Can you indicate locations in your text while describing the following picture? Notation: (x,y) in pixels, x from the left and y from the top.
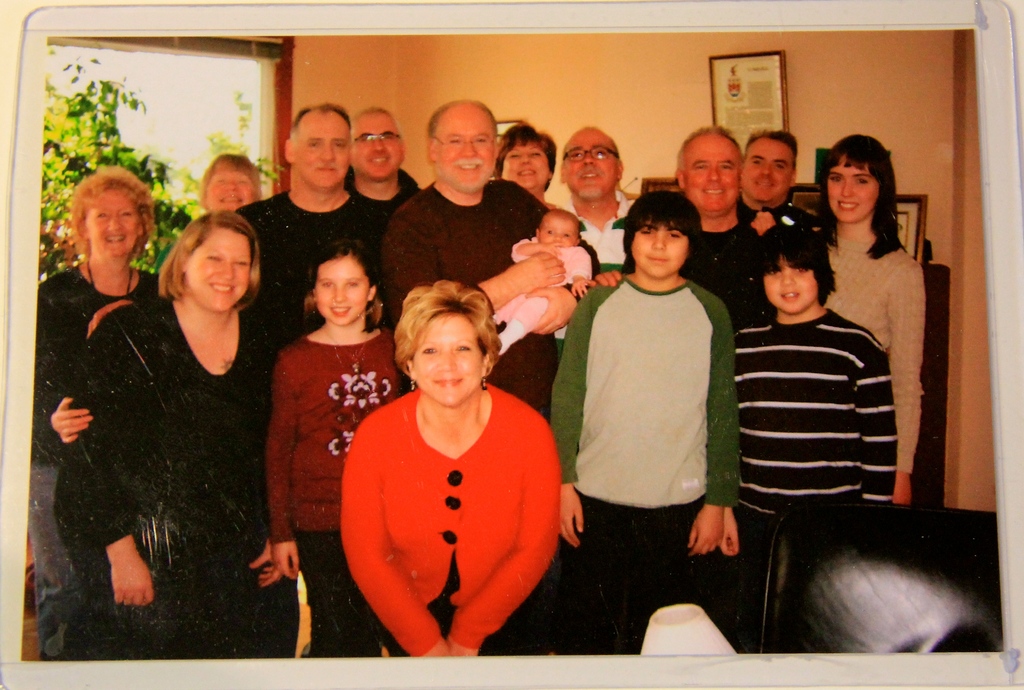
There are many people (491,291) smiling. In the back (558,83) there is a wall (665,100) with a frame (748,84) and a window (166,130). Through the window (164,148) we can see trees (105,121).
